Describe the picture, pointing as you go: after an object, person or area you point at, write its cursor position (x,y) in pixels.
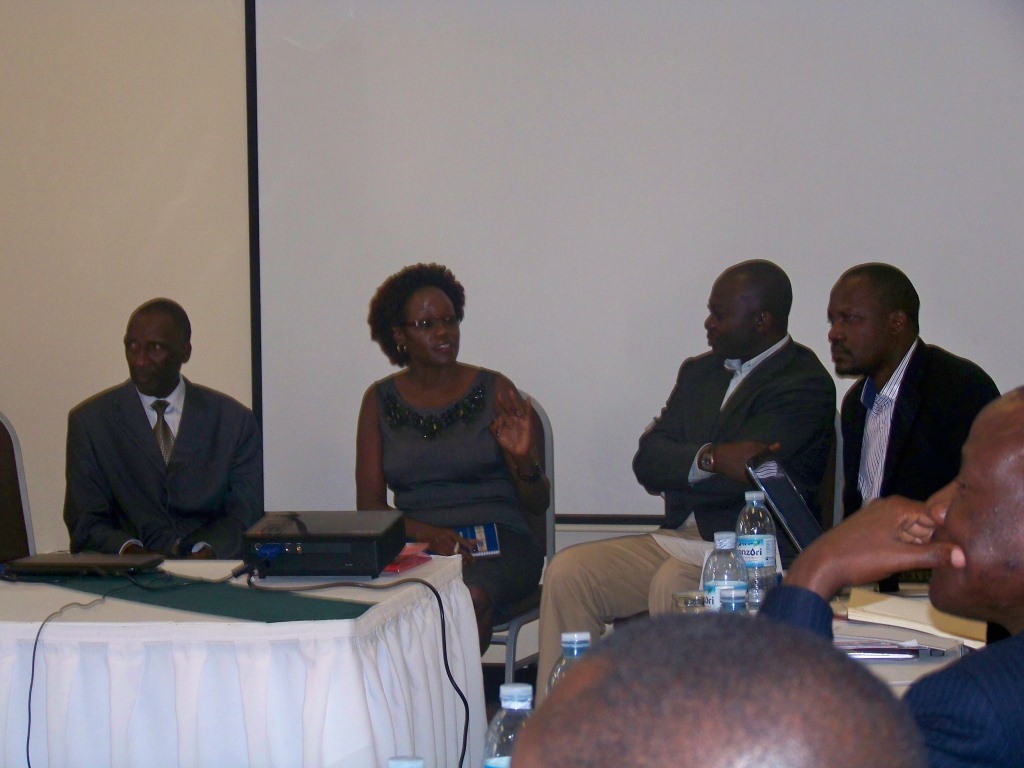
In this picture there are some people (753,403) sitting on the chair (551,449). In the background (573,210) there is a screen (456,121). There is a lady (426,445) with the black dress (481,497). She is sitting. In front of her there is a table (280,631) with white cloth (264,648). On the table (258,710) there is a projector (308,545) and keyboard (95,563). And we can see water bottles (708,577) to the right side (736,532).
